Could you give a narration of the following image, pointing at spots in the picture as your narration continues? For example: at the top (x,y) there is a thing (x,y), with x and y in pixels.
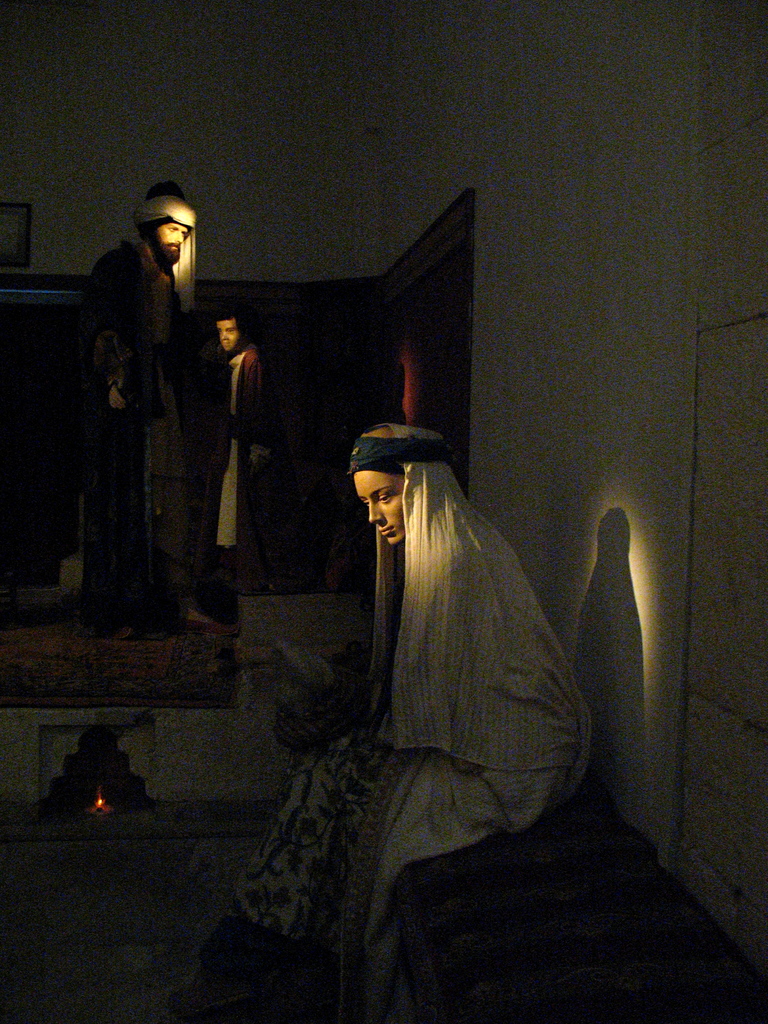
In this picture, we can see a few statues (383,585), ground (88,956), lights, and the wall (574,241) with some object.
